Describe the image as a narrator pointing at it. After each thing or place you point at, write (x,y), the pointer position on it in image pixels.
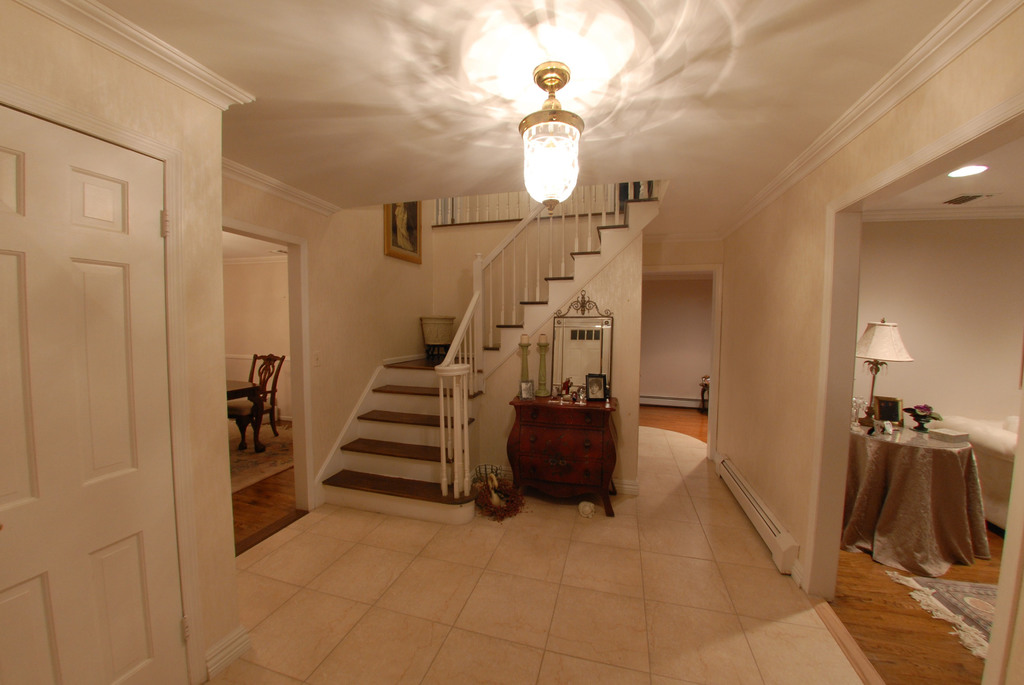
in this picture we have steps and right side (950,526) we have a table (932,514) and one lamp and left to Corner we can see chair (265,403) and a table (242,392) and middle of the room (711,125) we can see a light (556,155).
